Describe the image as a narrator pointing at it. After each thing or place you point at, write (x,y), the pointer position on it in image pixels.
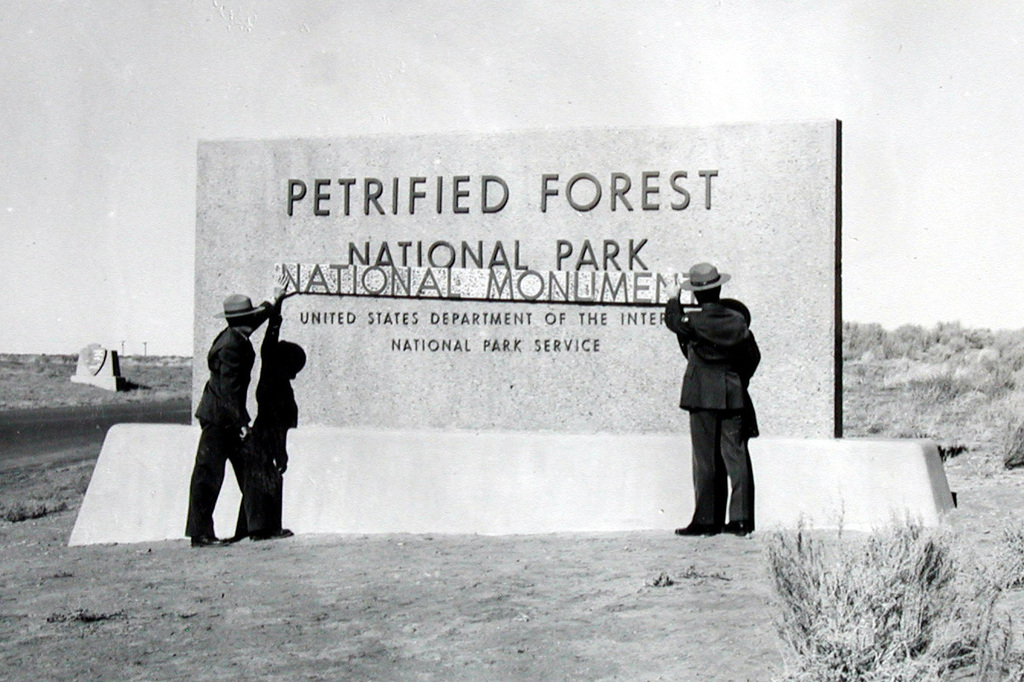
In this image there are people (691,277) standing in front of the memorial structure (433,254). On the memorial structure (443,303), there is some text (561,272). At the bottom of the image (779,579) there is grass (877,584) on the surface (961,497). On the left side of the image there is a memorial structure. In the background of the image (21,359) there are poles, plants (21,359). At the top of the image (190,67) there is sky (127,80).
